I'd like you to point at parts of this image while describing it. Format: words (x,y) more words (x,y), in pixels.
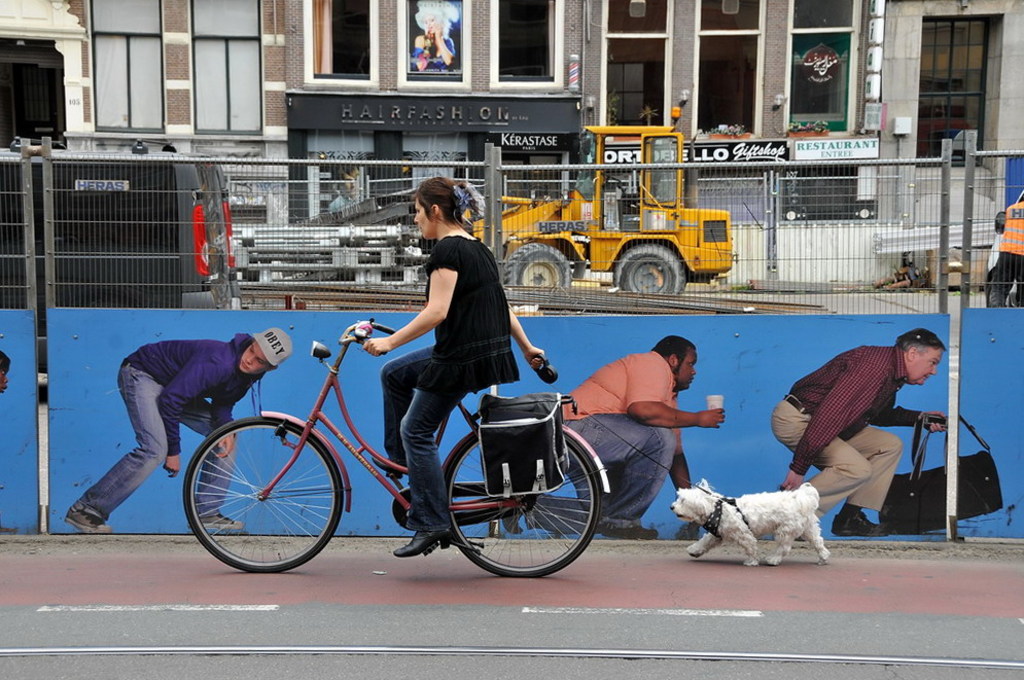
In the center (469,332) we can see woman (460,294) riding cycle (297,442) and she is holding dog (731,536). And coming to background (572,78) we can see the building (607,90) named as "fashion" and we can see few vehicles (615,212).
